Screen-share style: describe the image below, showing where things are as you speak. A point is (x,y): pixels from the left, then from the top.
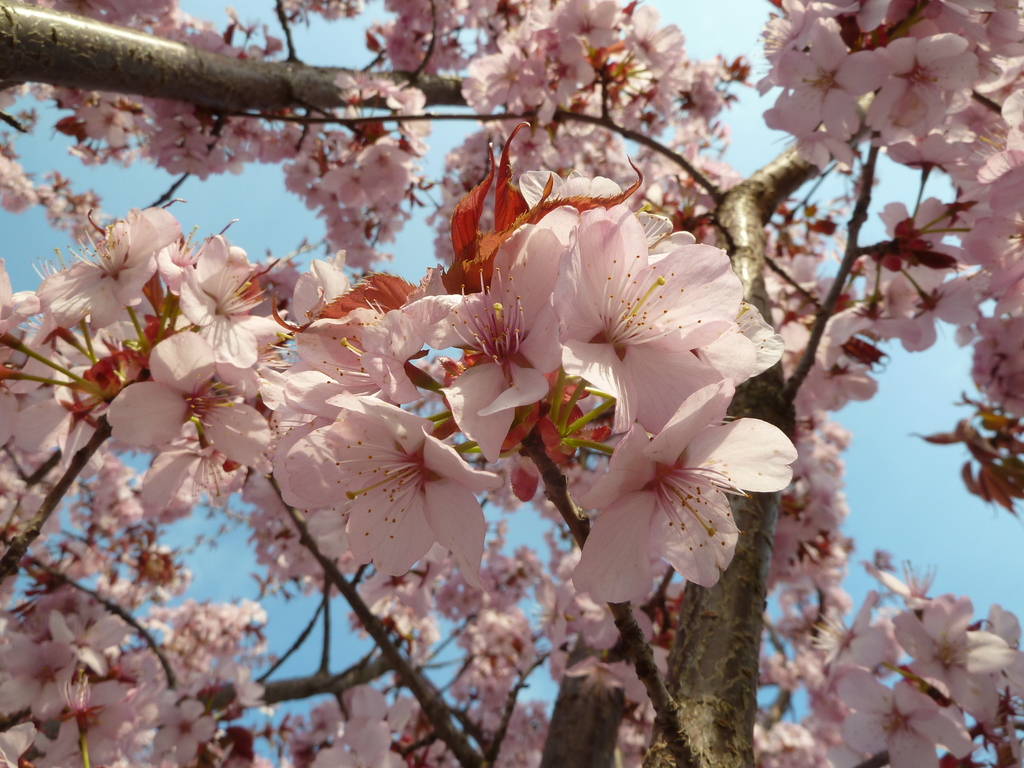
In this image, we can see some flowers (617,388).
